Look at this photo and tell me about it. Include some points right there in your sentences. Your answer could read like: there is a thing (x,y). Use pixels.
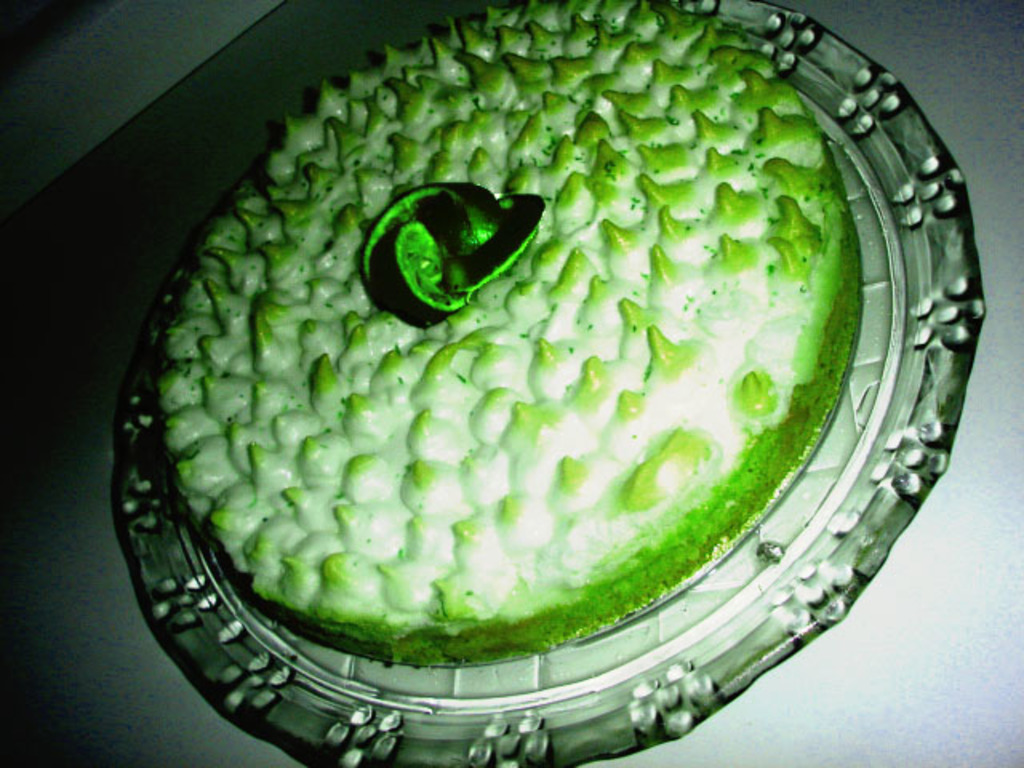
In this image there is a cake (506,411) on a plate (585,701). The plate (162,521) is on a surface (867,601).
